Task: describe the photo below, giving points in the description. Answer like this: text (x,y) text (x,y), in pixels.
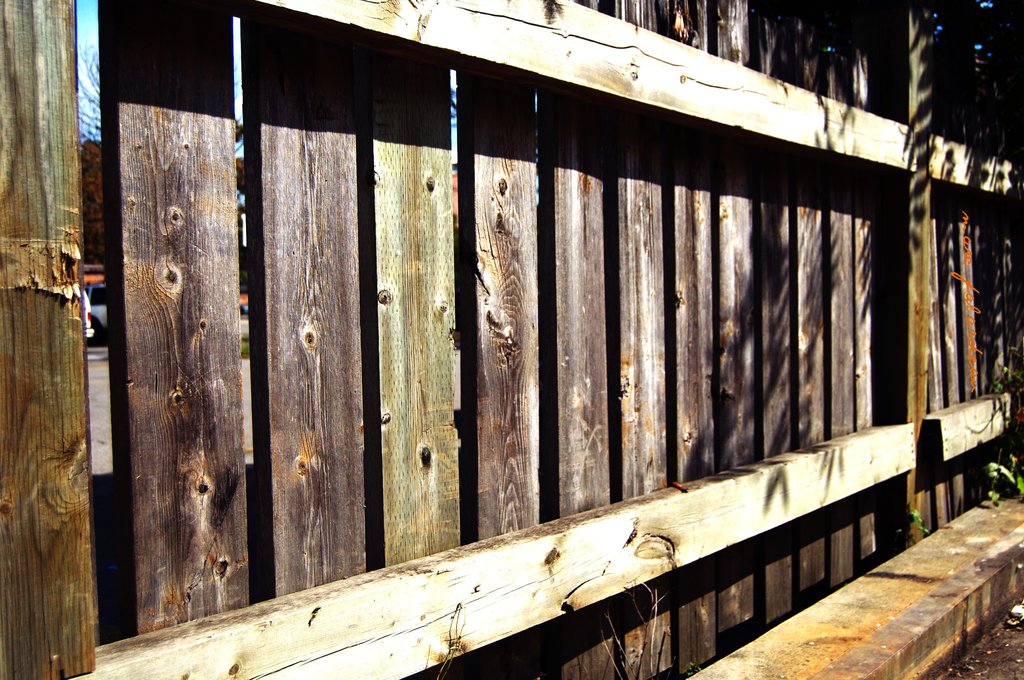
In this image I can see the wooden fence (652,446). Through the fence (132,391) I can see the vehicles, tree (94,170) and the sky (94,58).
